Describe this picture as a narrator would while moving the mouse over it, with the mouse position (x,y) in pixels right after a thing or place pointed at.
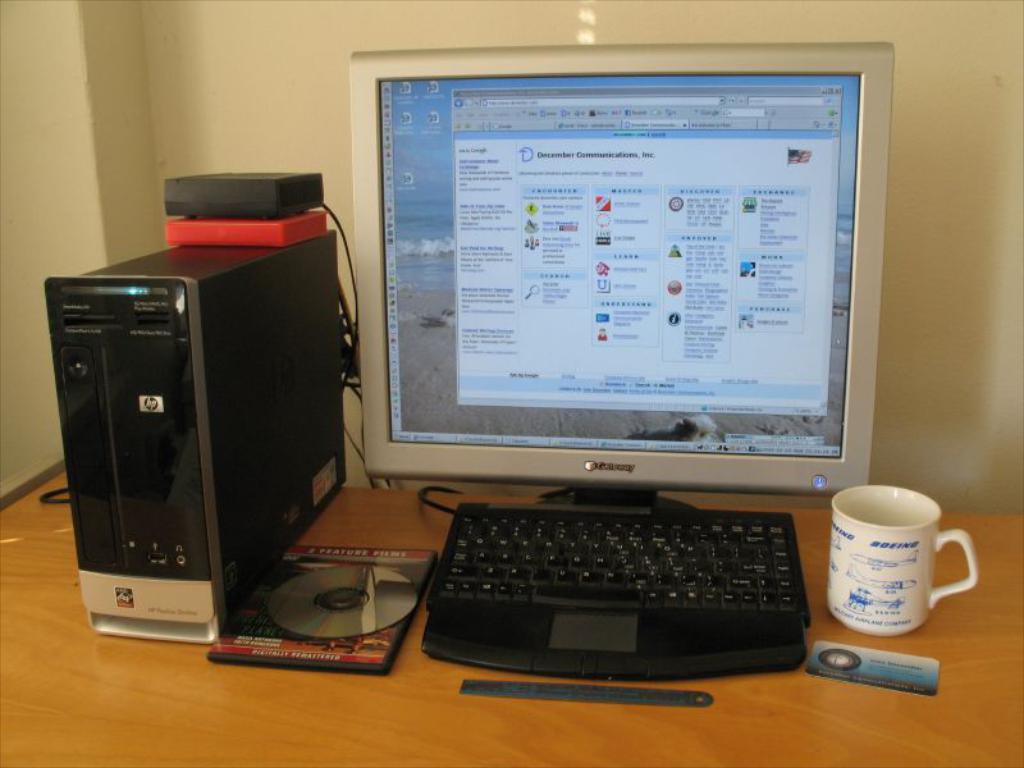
In the image we can see there is a table (1015,637) on which there is a monitor (696,298), mug (888,620), cpu (219,561), cd drive (319,588) and ruler (623,702).
